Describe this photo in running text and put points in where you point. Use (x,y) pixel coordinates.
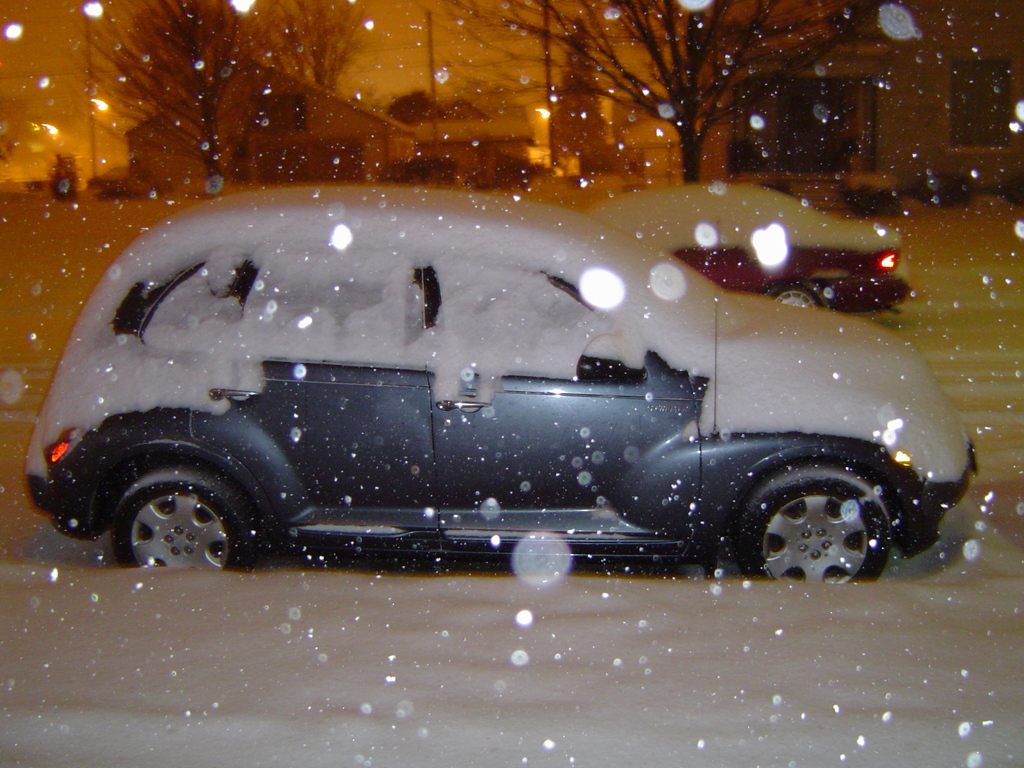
In this picture I can see some vehicles (375,390), houses (777,100) and trees (651,90) in the snow (68,638).
